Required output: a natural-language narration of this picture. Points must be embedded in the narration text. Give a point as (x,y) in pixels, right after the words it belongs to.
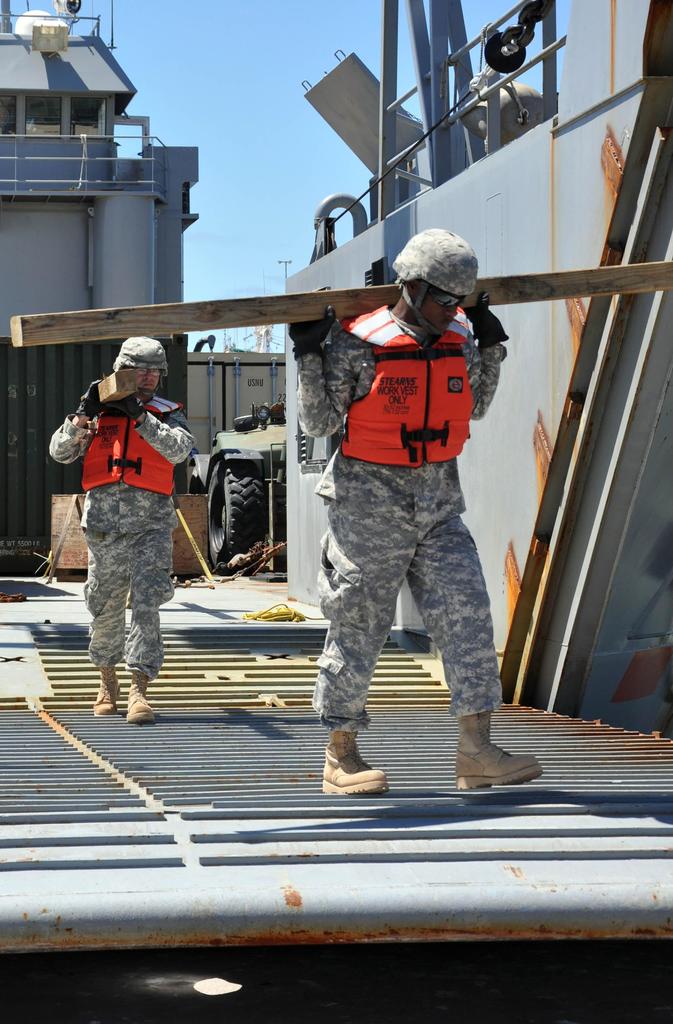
In this picture couple of men (144,472) walking and holding wooden planks (144,329) and it looks like a ship (392,28) and I can see a blue sky (295,116).
